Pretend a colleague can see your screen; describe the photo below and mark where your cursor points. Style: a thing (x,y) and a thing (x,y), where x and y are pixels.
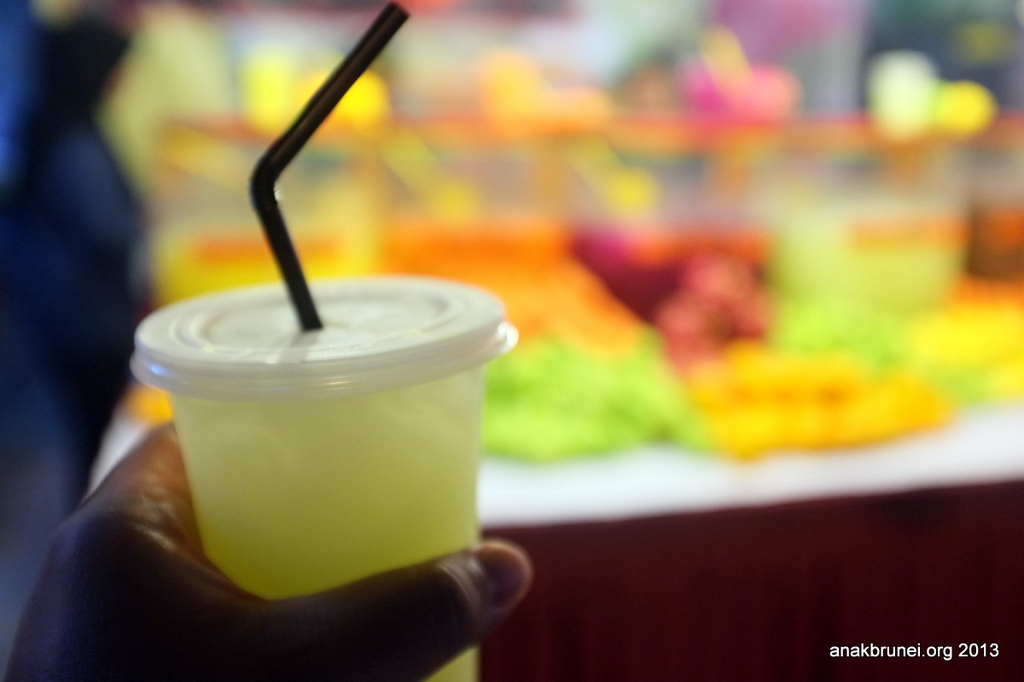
In this image there is a glass (255,462) in humans hand (130,581). In the background (857,278) there are some objects (606,274).
